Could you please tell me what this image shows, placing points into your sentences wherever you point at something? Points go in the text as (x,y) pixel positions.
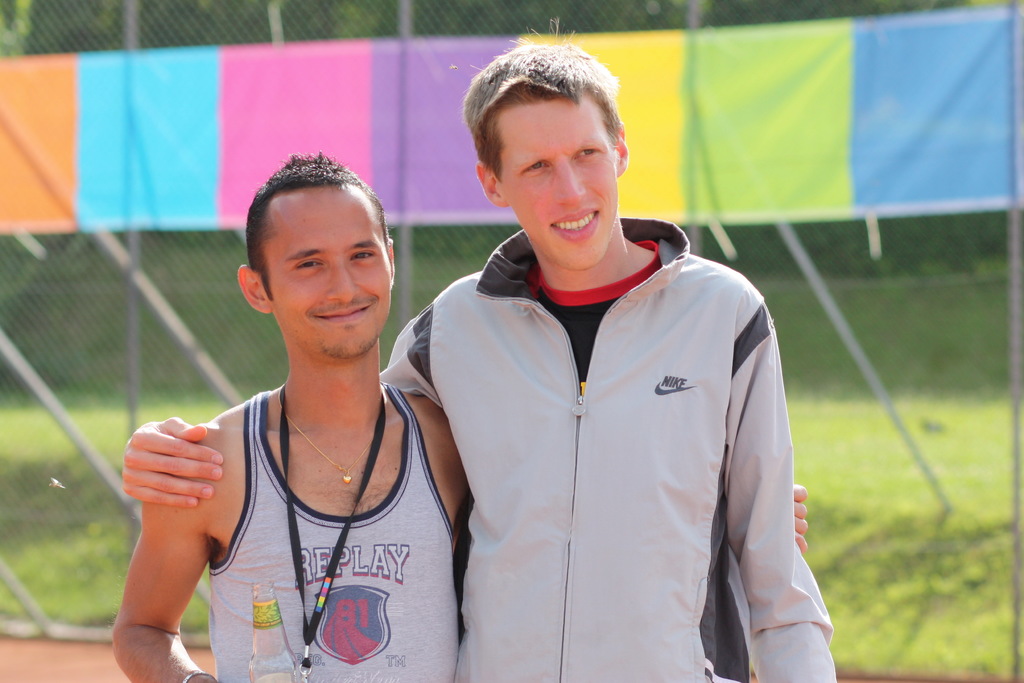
There are two persons (480,463) standing. Person (351,524) on the left (339,528) is wearing a tag (329,573) and holding a bottle (257,663). In the background (185,277) there is a mesh fencing (432,18). Also there is a banner (203,109) with different color. Also there are poles (926,474). On the ground (953,453) there is grass (923,433).
